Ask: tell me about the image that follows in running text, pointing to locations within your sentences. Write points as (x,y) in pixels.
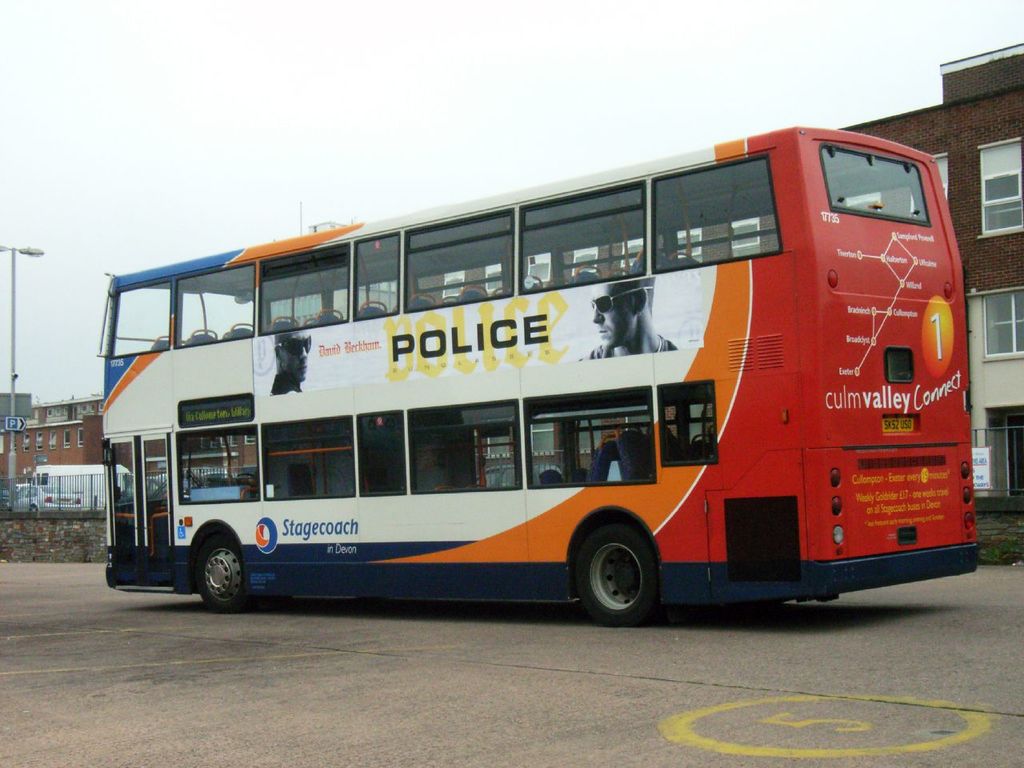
At the bottom of the image (498,512) on the road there is a double decker bus (541,498) with images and text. Behind the bus (245,404) there is a wall (86,518) with fencing (76,507). Behind the fencing (96,493) there are vehicles (88,469), poles (10,469) with street light (15,457) and a sign board (17,417). And also there are buildings (998,331) with walls (999,359) and glass windows (1007,179). At the top of the image (317,113) there is sky (430,113).
